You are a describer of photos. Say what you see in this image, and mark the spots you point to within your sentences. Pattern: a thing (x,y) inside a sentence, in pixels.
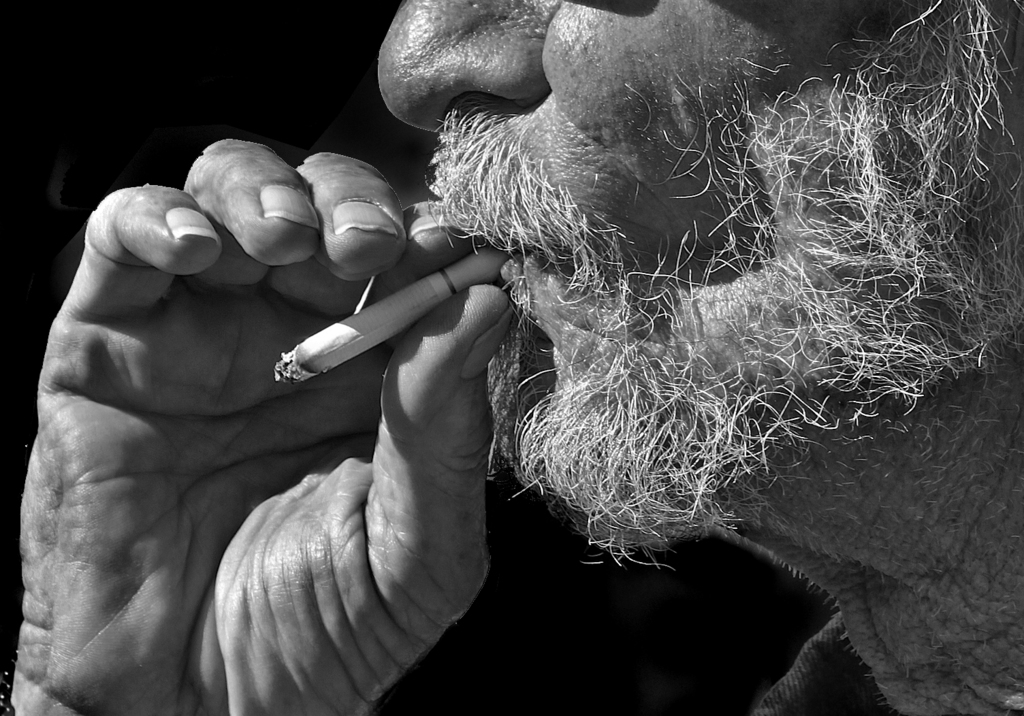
In this image I can see a person (338,657) holding a cigarette (329,346). There is a black background (87,74).
